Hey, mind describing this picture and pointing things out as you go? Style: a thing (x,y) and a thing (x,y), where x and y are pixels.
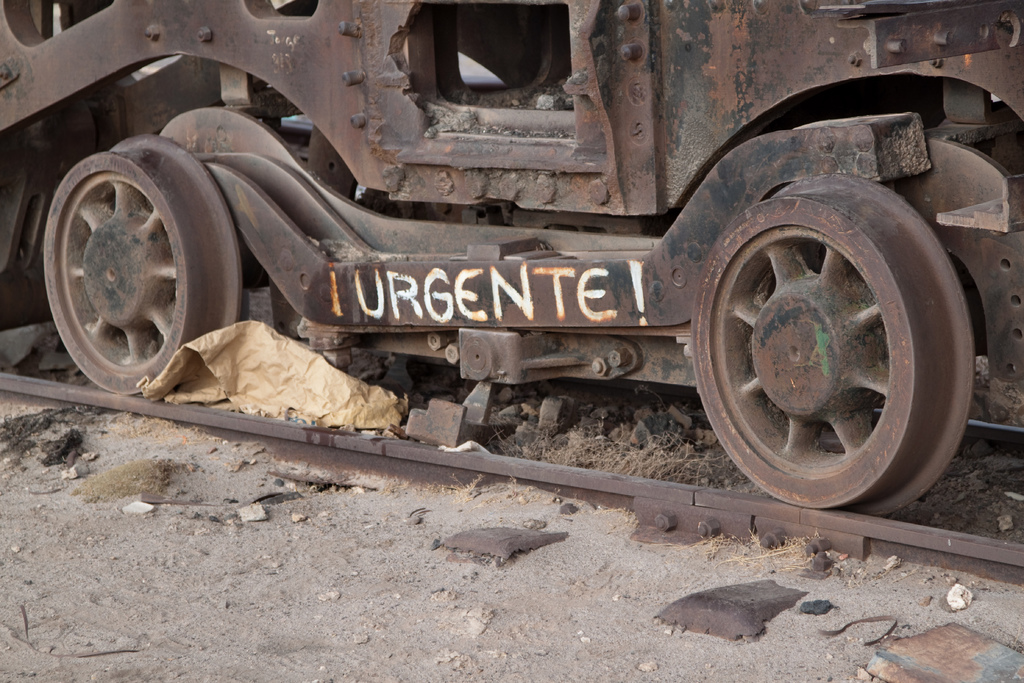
In this picture we can see a train (481,250) and a track (586,471) here, we can see a cover (272,373) here, there is some handwritten text (590,292) here.
